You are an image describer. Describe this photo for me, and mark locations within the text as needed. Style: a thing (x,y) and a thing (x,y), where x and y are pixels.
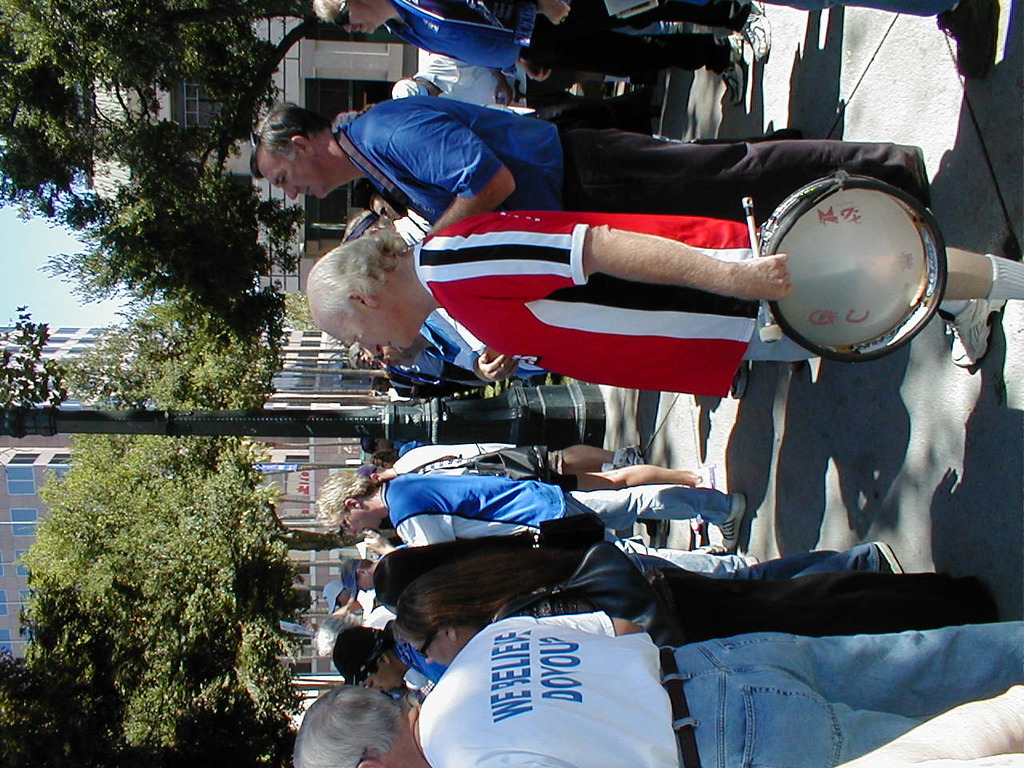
In this image there are group of people (477,506) standing, one man (685,306) standing catching drums (806,328), another man (584,210) standing beside him, at the back ground (18,747) there are trees (262,361), building (67,468), pole (6,426), name board (266,468).
